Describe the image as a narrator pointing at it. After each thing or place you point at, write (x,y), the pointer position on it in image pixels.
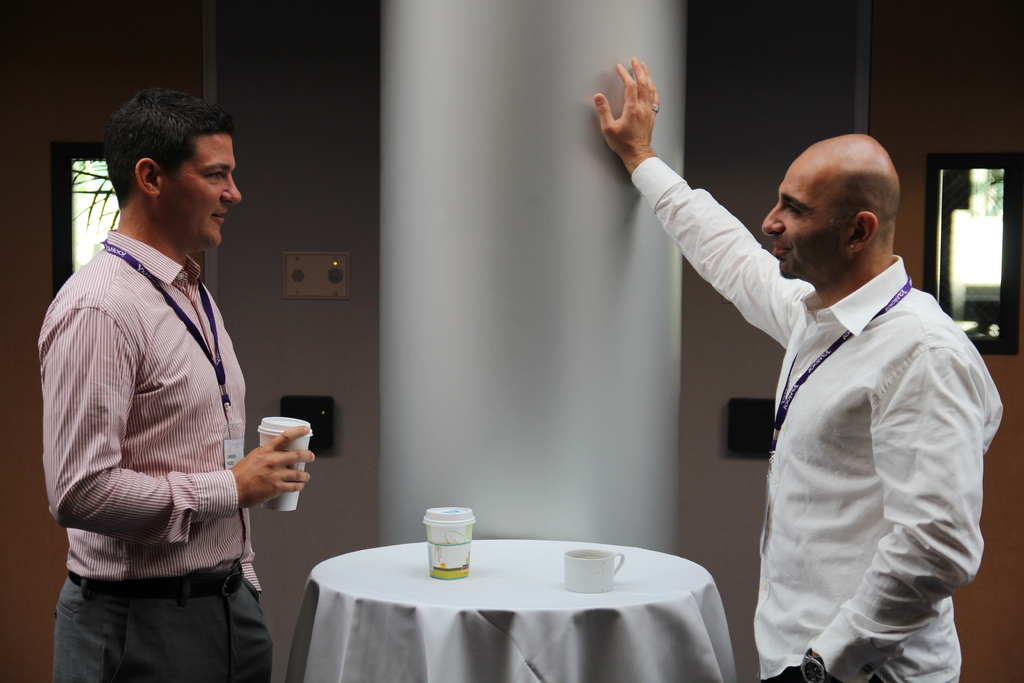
This image consists of two persons (77,448) and a table (509,585) between them. There are two cups (584,565) on the table (564,603), the one (779,577) on the right side (773,522) is wearing white dress (849,490). Behind him there is a mirror (944,275) sorry there is a window (987,212).
